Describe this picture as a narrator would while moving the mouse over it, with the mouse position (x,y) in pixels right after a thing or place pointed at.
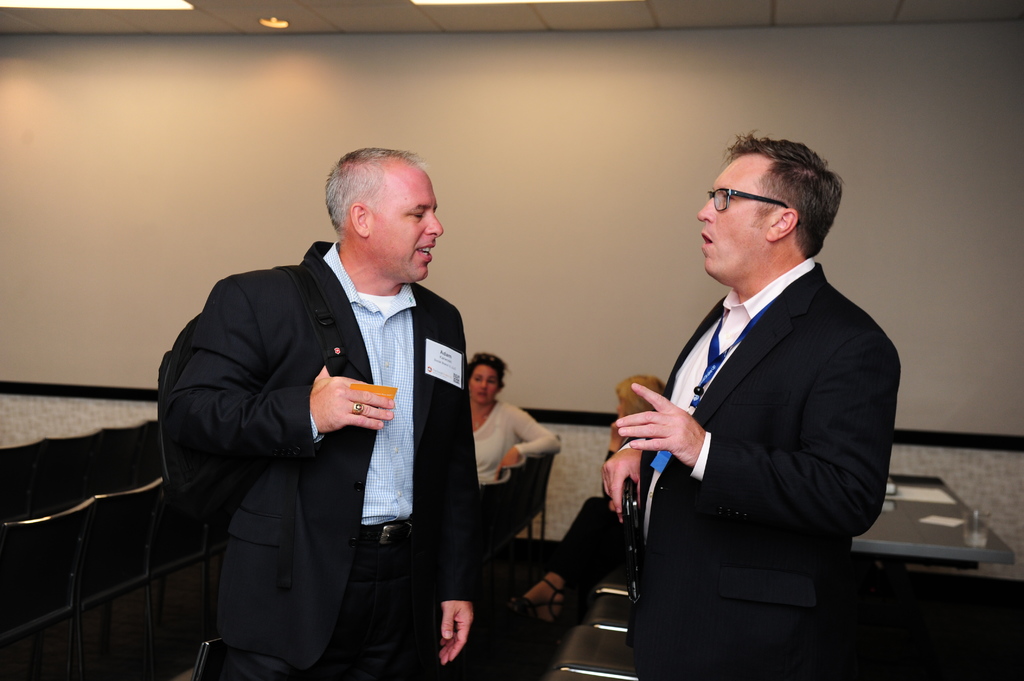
In this image, we can see a few people (370,380). We can also see a table (915,525) with some objects (978,526) on it. There are some chairs (133,553). We can also see the wall (90,276). We can see the roof (386,18) with a light (274,27).
